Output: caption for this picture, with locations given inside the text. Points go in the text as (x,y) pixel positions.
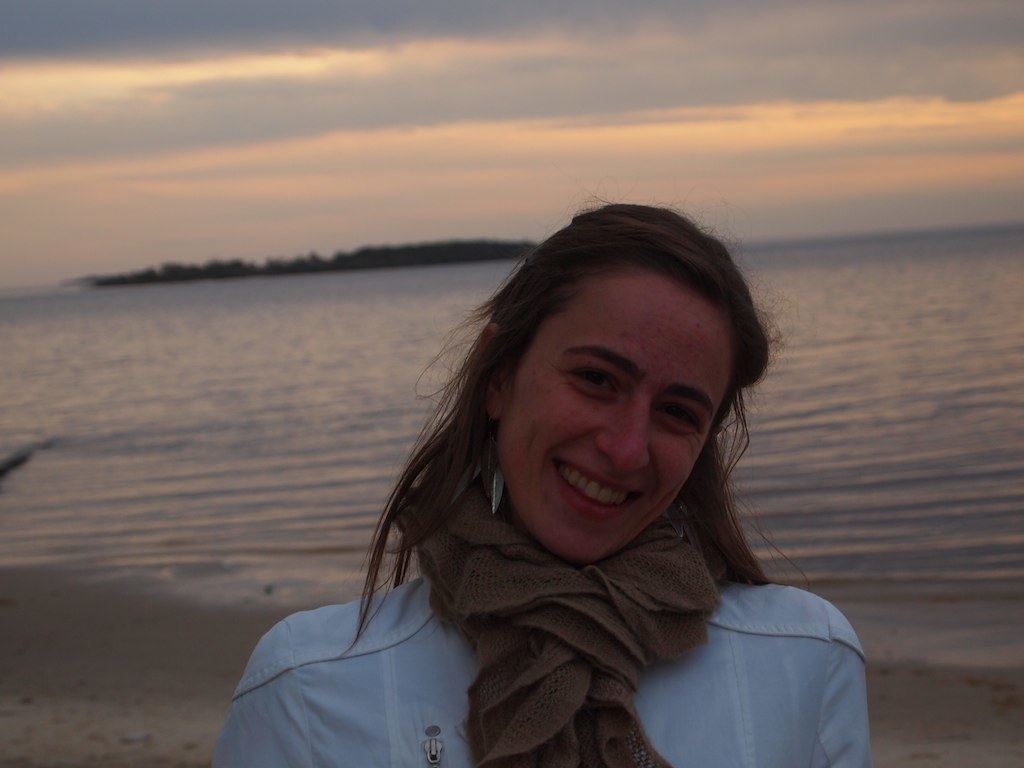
In this image in the foreground (458,475) there is one woman (542,474) who is wearing a scarf (563,658) and white dress (740,675) and she is smiling, and in the background (975,677) there is sand beach (92,725) and trees (496,245). At the top (383,188) there is sky (572,128).
